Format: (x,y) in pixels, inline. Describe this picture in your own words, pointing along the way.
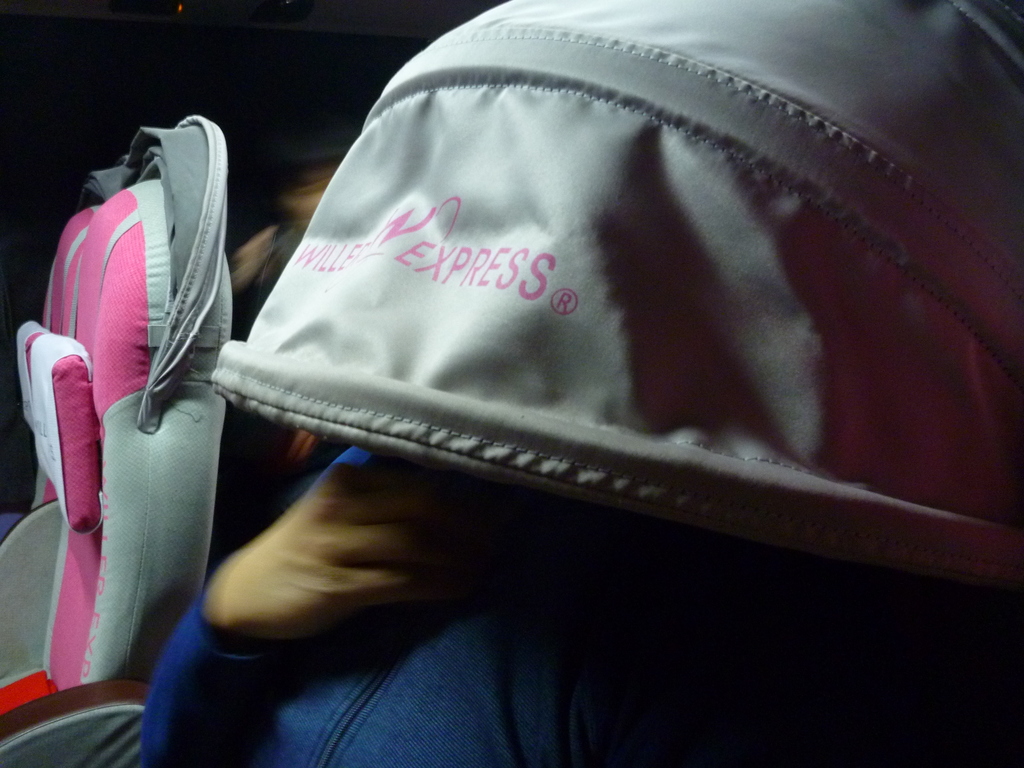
This image seems to be clicked inside a vehicle (120,36), there is a person (511,564) sitting on the seat (88,738) with cover (679,119) over the face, on the left side (227,320) there is pink color seat (134,432).
